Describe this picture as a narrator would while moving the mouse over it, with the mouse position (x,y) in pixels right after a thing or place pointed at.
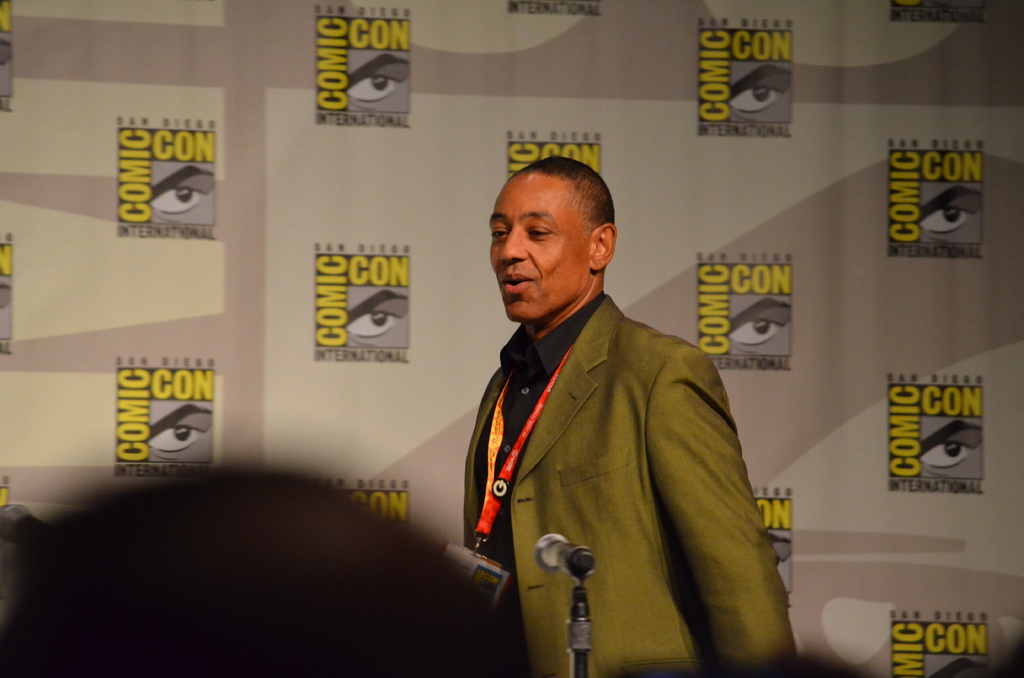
In this picture I can see a man (600,574) standing, there is a mike (542,559) with a mike stand (580,610), and in the background (989,468) there is a board (224,360).
